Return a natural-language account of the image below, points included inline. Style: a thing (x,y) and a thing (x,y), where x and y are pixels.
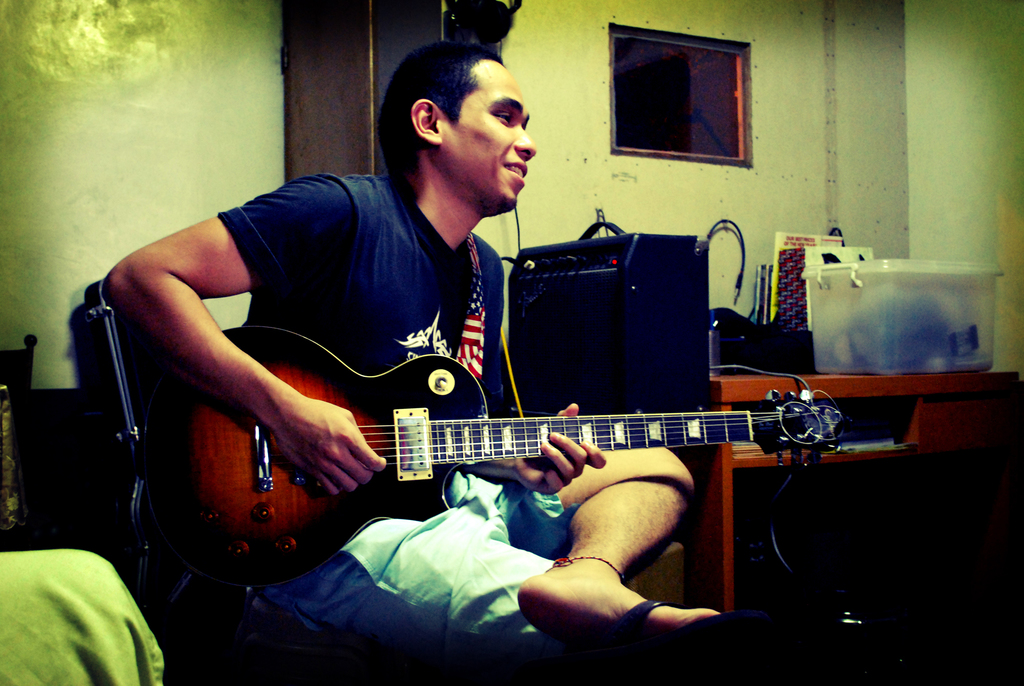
Here we can see a man (436,233) is sitting on the chair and holding a guitar (651,417) in his hand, and he is smiling, and at side here is the table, and container (837,359) and some objects (774,291) on it, and here is the wall (552,107).
